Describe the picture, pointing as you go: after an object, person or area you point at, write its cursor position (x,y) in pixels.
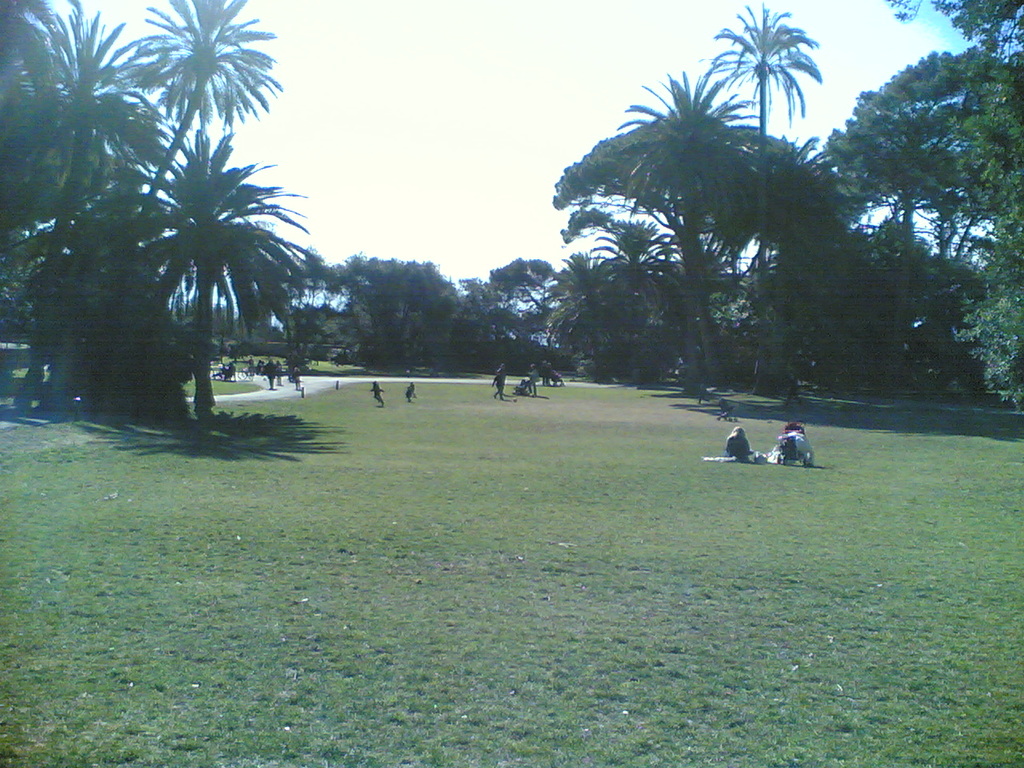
In the image we can see there are many people (297,378) wearing clothes (737,438), some are sitting and some of them are walking. This is a grass (594,627), trees (127,230), path (360,379) and a white sky (409,63).
